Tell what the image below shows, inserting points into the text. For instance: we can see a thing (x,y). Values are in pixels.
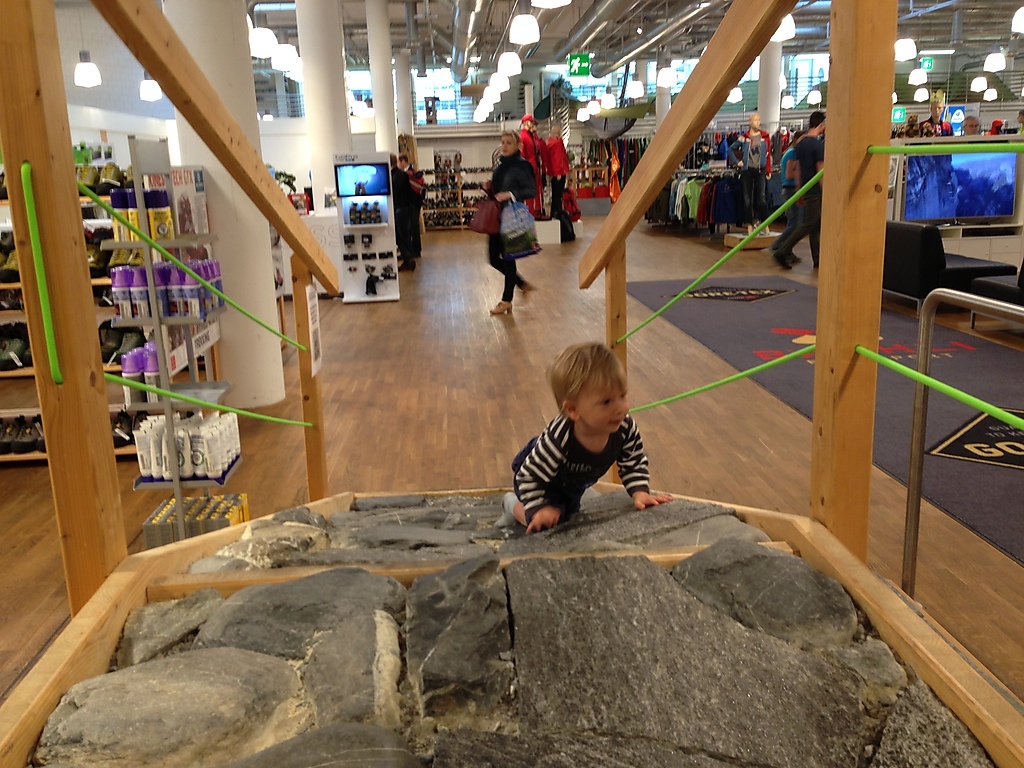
In this image there is a boy (549,516) crawling on the rocks (569,523), and at the background (227,432) there are objects (206,305) in the racks (694,172), clothes (734,134), mannequins (563,192), screens (975,199), carpet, group of people (407,208) standing, couches (961,277), lights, pillars (329,53).
